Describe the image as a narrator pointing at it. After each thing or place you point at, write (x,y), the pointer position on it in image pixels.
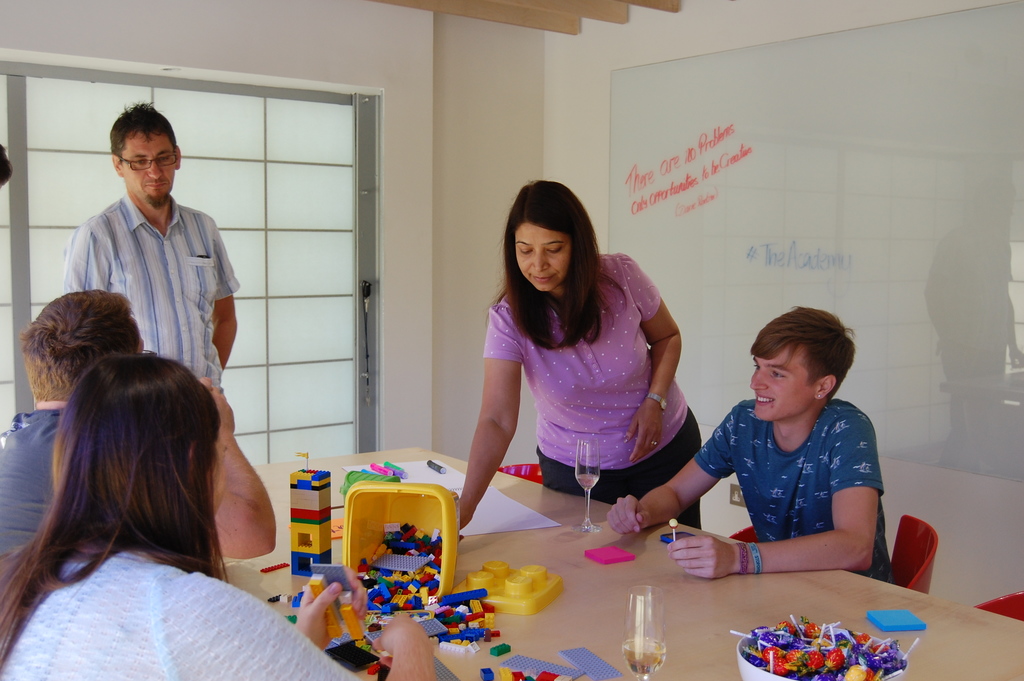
In this image we can see three persons (74,425) are sitting on the chairs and two (127,293) are standing near the tables (518,538). There are few items (455,518) on the table (635,580) like glass (594,470), bowl (829,646) with lollipops (822,646), building blocks (359,573) and papers (499,528). In the background of the image (720,237) we can see a white board (796,160).
